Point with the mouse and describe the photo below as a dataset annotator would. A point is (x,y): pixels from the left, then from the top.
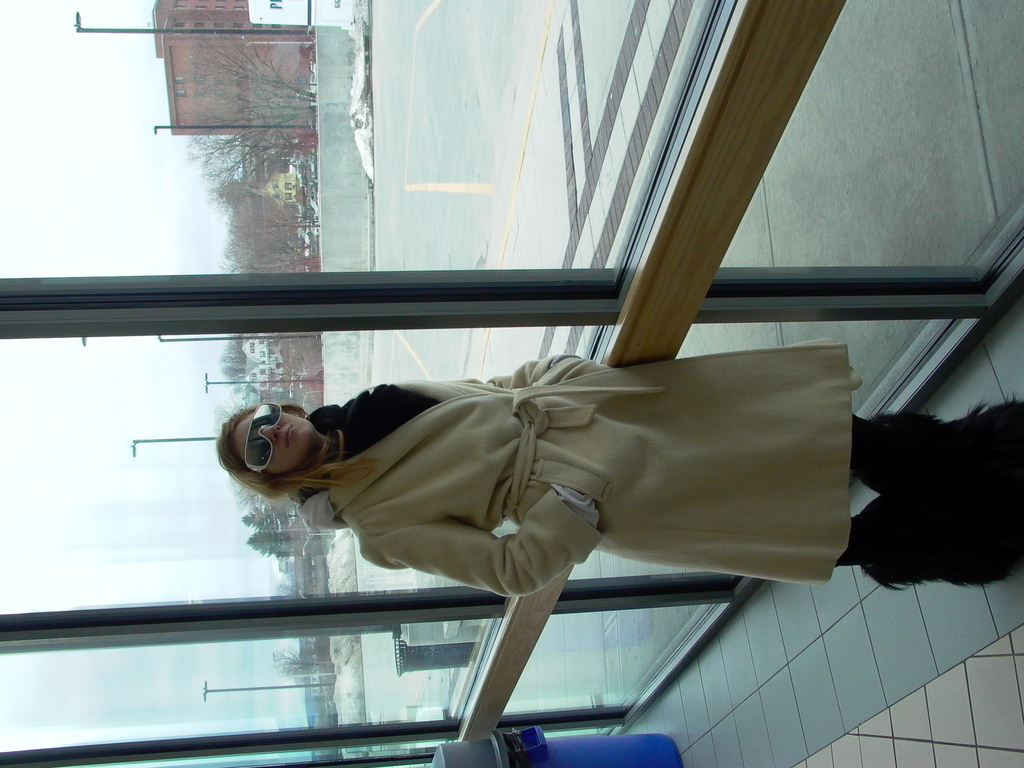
In this image I can see a woman (554,433) wearing black and cream colored dress (504,459) and goggles (263,440) is standing on the floor (866,657). In the background (489,766) I can see a dustbin (656,763) which is blue and grey in color and the glass windows (428,335) through which I can see the road (452,133), few buildings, few trees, few poles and the sky (117,248).
